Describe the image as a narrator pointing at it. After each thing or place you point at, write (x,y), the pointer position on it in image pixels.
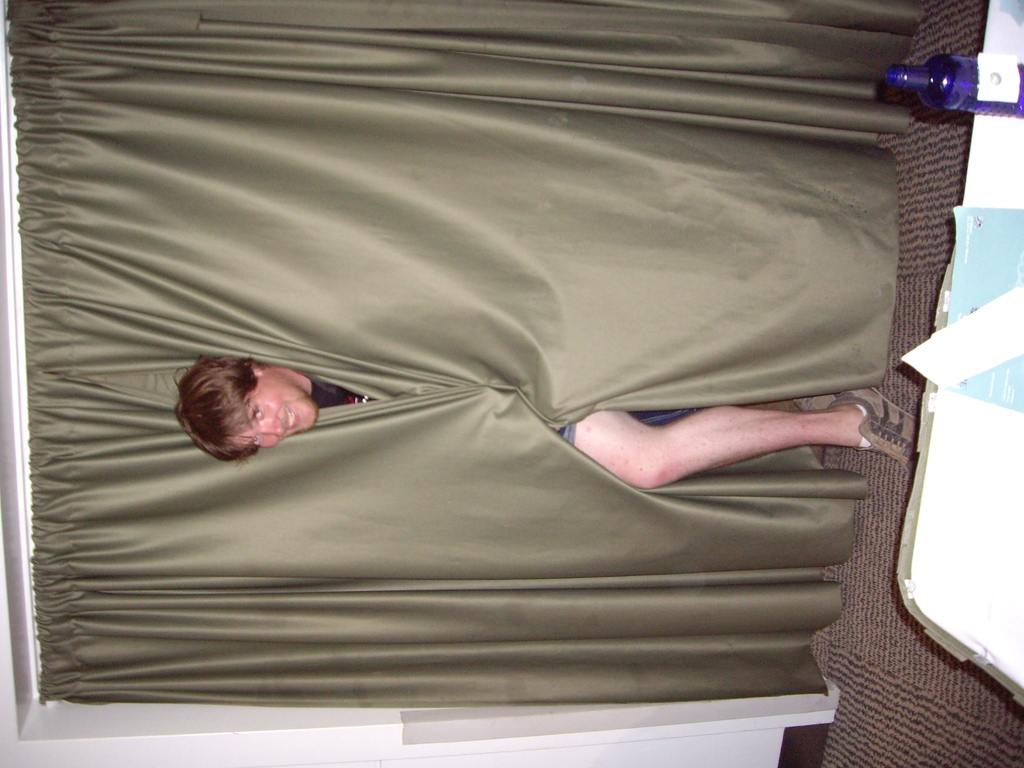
In the picture we can see a table (924,529) on it we can see a blue color bottle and beside it we can see a paper (976,290) and behind the table (986,181) we can see a floor mat (927,744) and a curtain (670,379) beside the wall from the curtain (678,368) we can see a man (885,441) looking outside and smiling and we can also see his leg (834,434) outside the curtain (156,487).
